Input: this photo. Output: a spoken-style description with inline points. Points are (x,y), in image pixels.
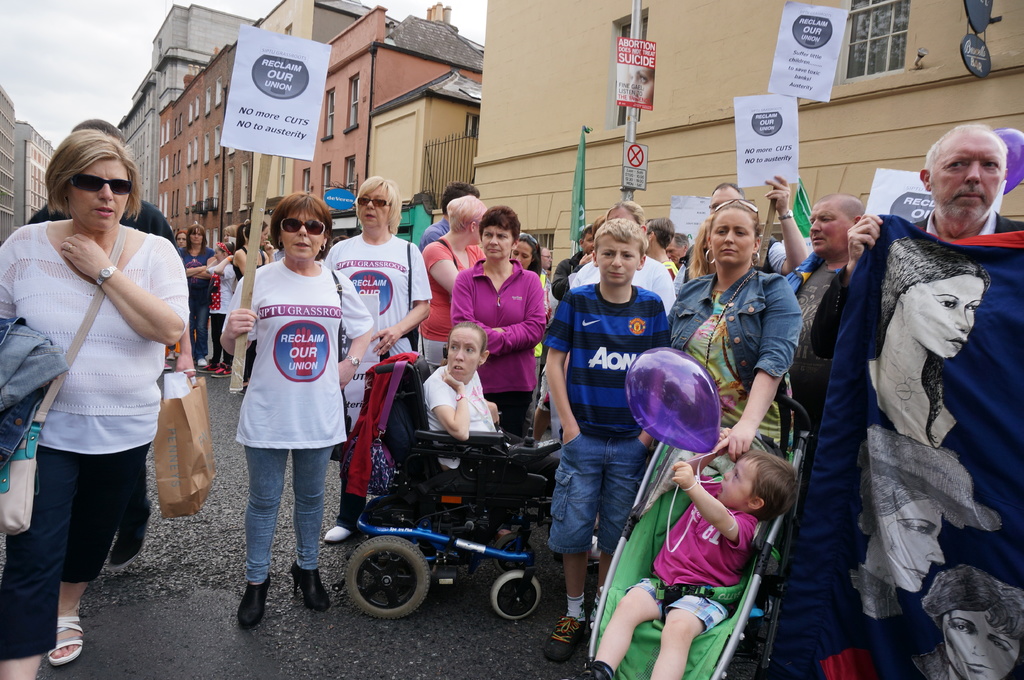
In the image we can see there are many people (112,140) around, they are wearing clothes (281,316), some of them are wearing shoes (323,602) and slippers (66,622). This is a balloon (671,389), baby wheel (653,476), buildings (596,111), poster (253,96), pole (638,1), windows (329,118) of the building (325,132), road (222,408), paper bag (196,416), hand bag (27,449), wrist watch (107,277), goggle (95,191), earrings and a sky (64,77).
